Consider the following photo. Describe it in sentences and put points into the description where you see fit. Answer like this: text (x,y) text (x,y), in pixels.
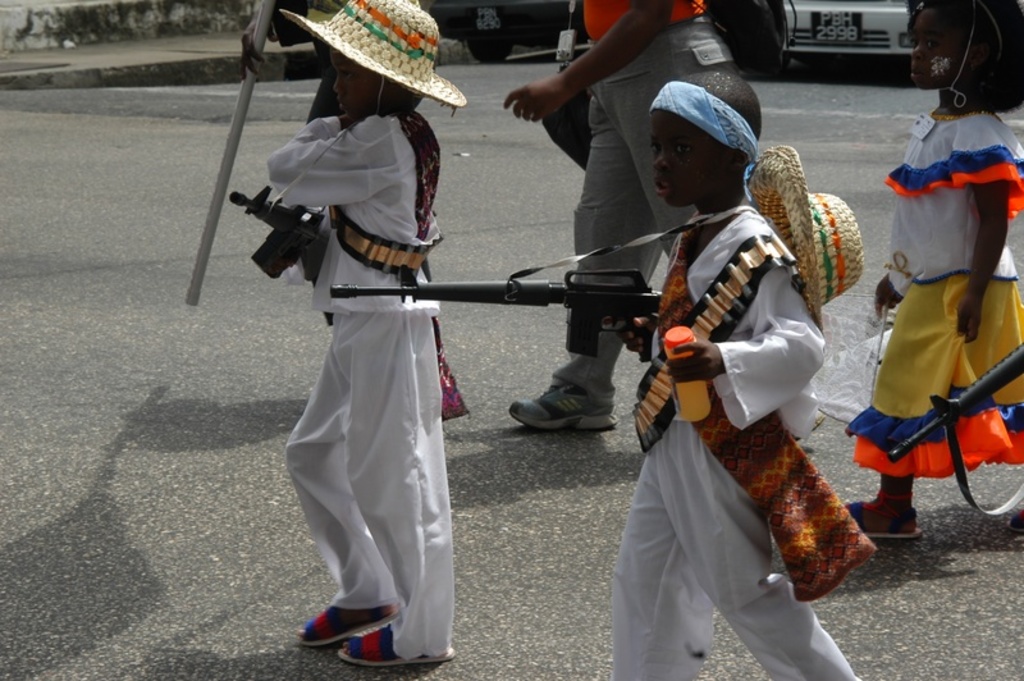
In the center of the image (382,425) we can see two boys (653,376) are walking on the road (503,547) and wearing the costumes (761,307), hat (406,33) and holding the guns (571,300) and a boy (766,390) is holding a bottle (682,387). In the background of the image (643,94) we can see the vehicles (541,35) and some people (954,228) are walking on the road (440,131) and some of them are carrying bags (587,135).
